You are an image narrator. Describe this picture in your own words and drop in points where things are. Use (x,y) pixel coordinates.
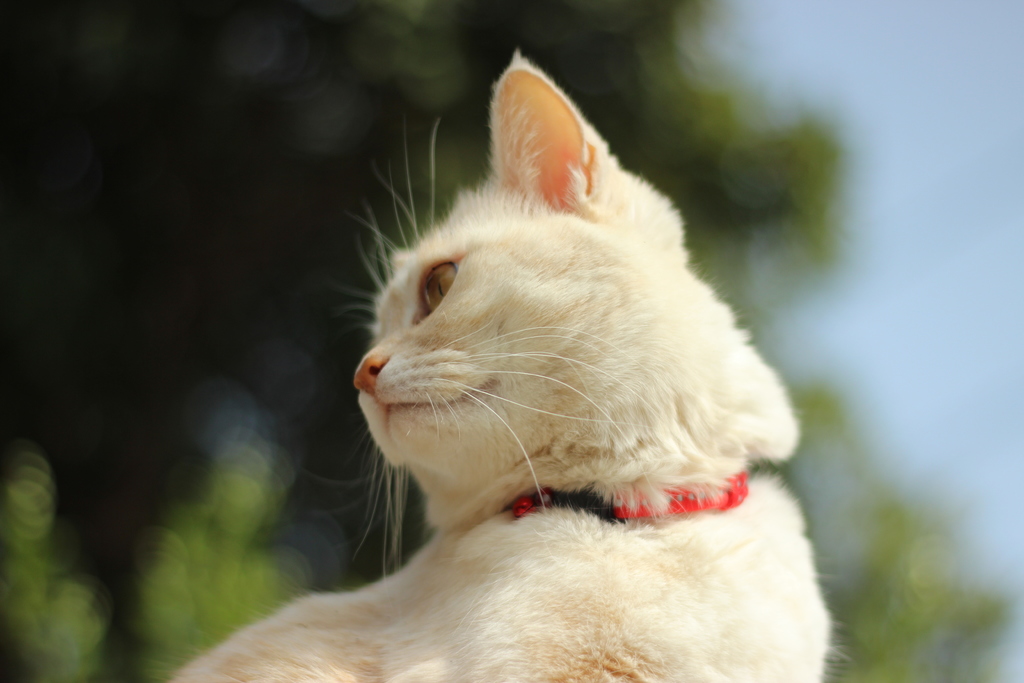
In this picture I can see a cat (450,646) and red color belt (685,510) in its neck (728,435) and looks like trees (261,121) in the back (794,313) and I can see a cloudy sky (910,238).
